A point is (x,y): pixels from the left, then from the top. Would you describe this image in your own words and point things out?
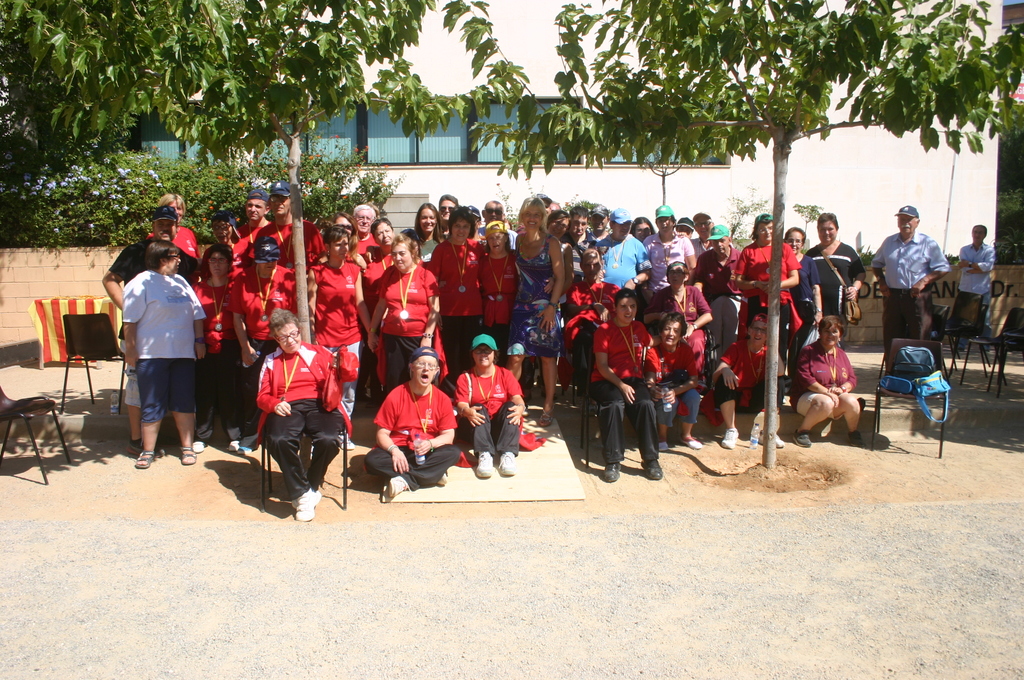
In this picture I can see group of people (600,340) posing for a picture. There are also bags (905,376), chairs (101,357), trees (47,85) and a building (397,132).
